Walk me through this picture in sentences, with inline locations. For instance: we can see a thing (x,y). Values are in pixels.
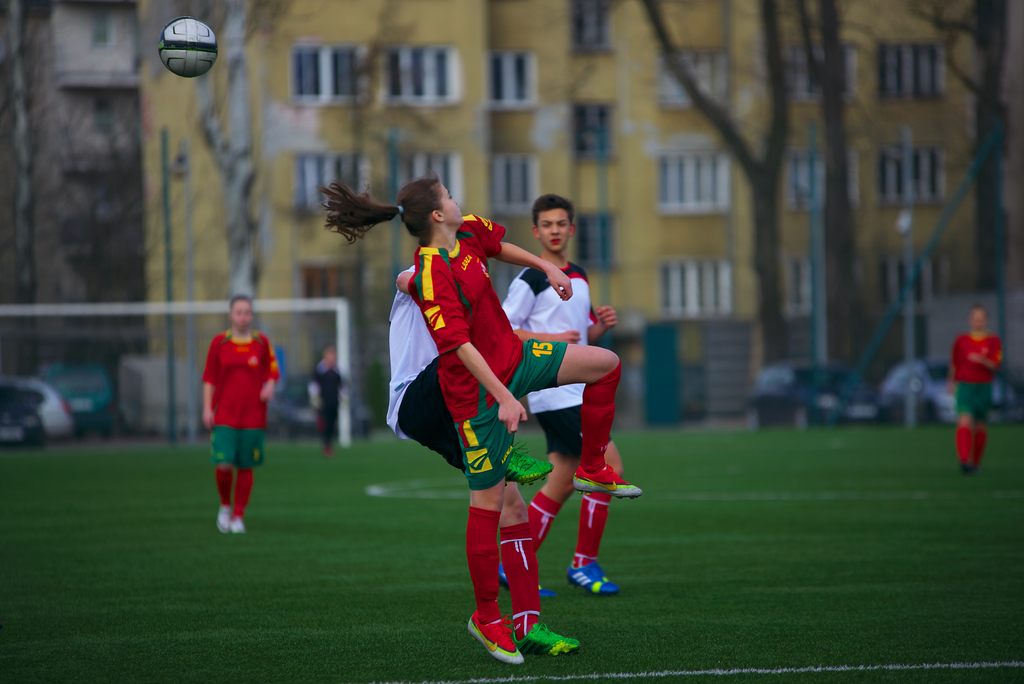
In this image in the foreground (417,365) there are some people (392,369), and they are wearing jersey (446,356) it seems that they are playing something. And there is one ball (187,25) which is in air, at the bottom (801,471) there is ground (916,504). In the background (797,161) there are some buildings (172,218), net (301,369), trees (253,284), vehicles (937,378) and some people (323,385).
